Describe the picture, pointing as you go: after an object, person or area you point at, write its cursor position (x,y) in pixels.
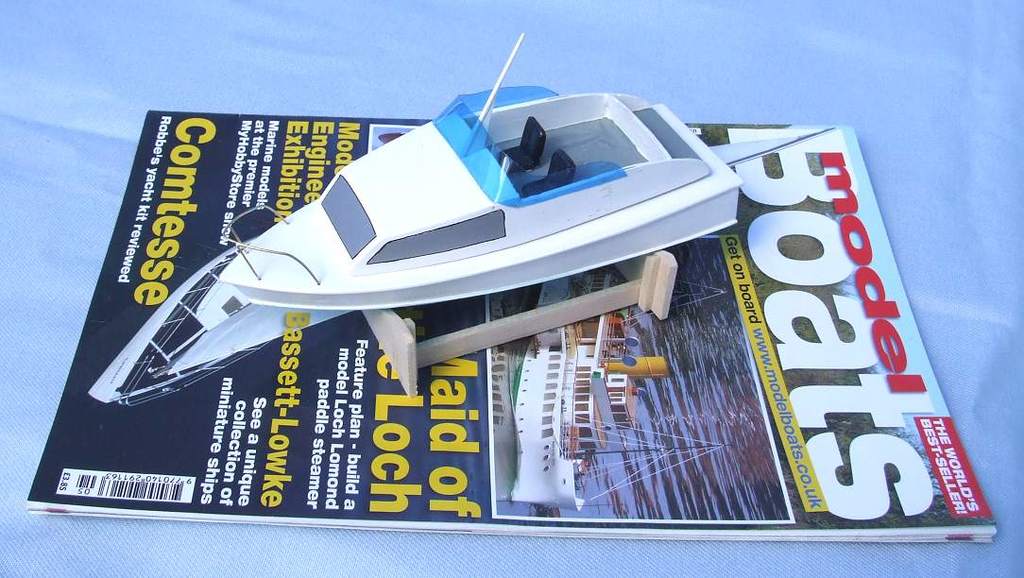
In this image, we can see a book (599,413). In the book (615,405), we can see a toy ship (514,197). In the background (876,50), we can see white color.
